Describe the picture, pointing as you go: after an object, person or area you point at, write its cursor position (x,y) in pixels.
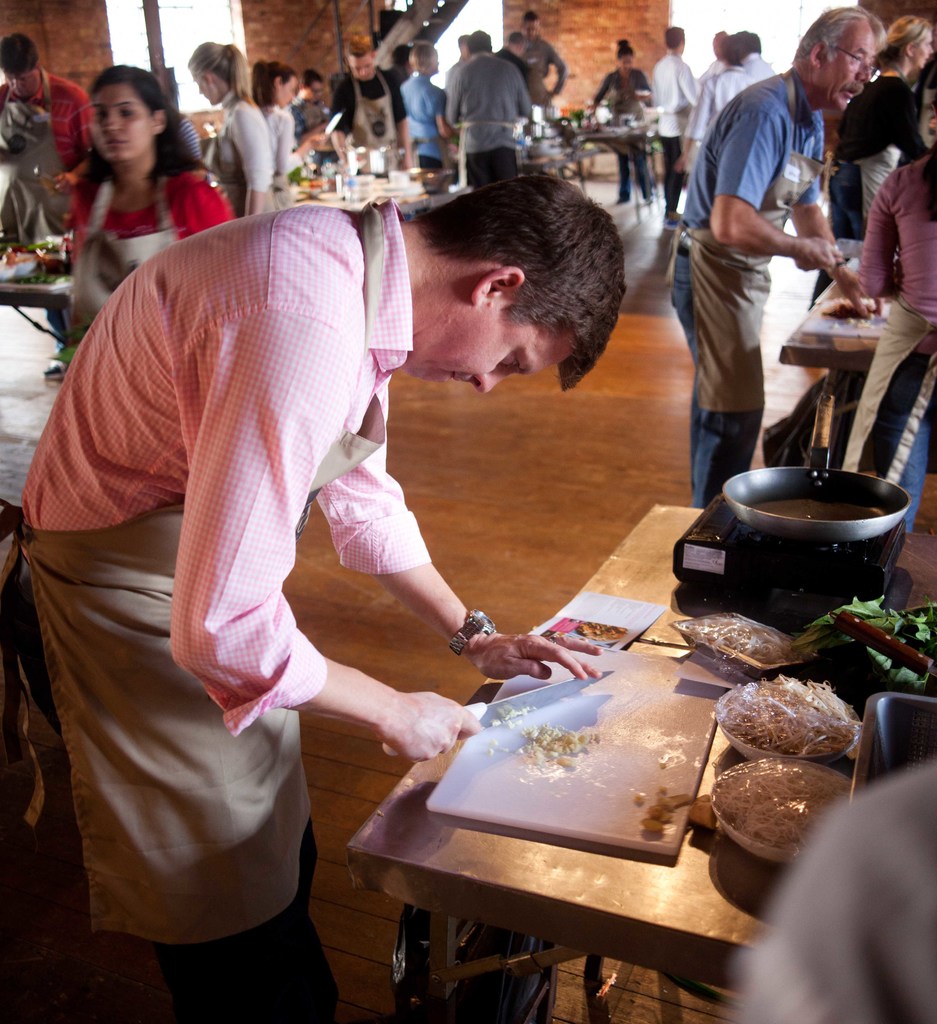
In the image we can see there are many people (741,354) standing, they are wearing clothes (370,472). There is a table (659,888), on the table (704,891) there are food items (789,698), gas stove (770,580), pan (808,530), knife (516,716), this is wrist watch (460,631), stairs (421,10) and other things (606,117).
